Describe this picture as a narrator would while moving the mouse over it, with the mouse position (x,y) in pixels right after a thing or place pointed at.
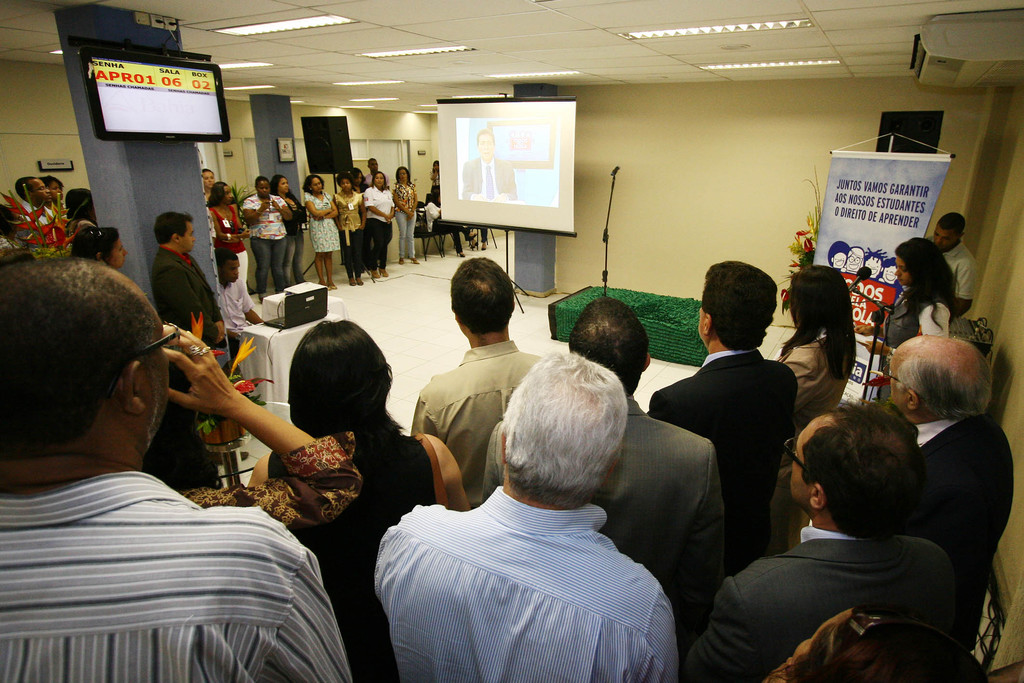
In the image we can see there are lot of people (572,505) standing and there is a projector screen (504,168) in the middle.
